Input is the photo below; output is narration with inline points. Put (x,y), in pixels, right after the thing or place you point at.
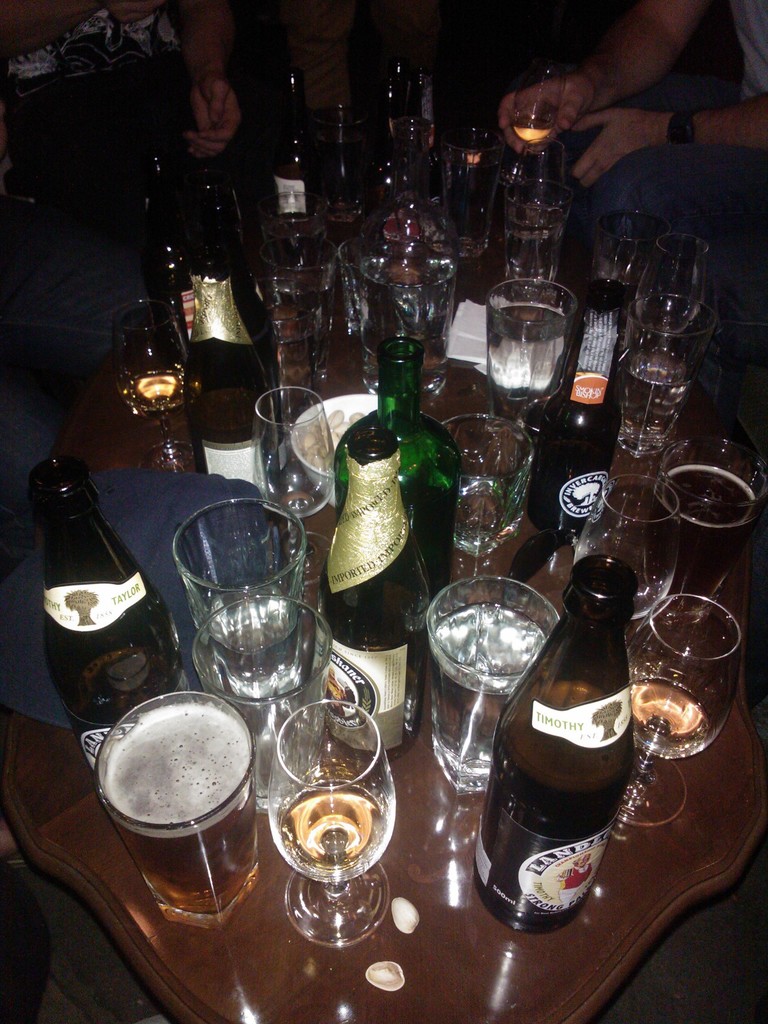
In the middle of the image (382,343) there is a table (502,218) on the table (502,218) there are some bottles (604,330) and glasses (487,329) and bowls (355,397). Top of the image (743,117) few people (74,100) are sitting and holding the glasses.
